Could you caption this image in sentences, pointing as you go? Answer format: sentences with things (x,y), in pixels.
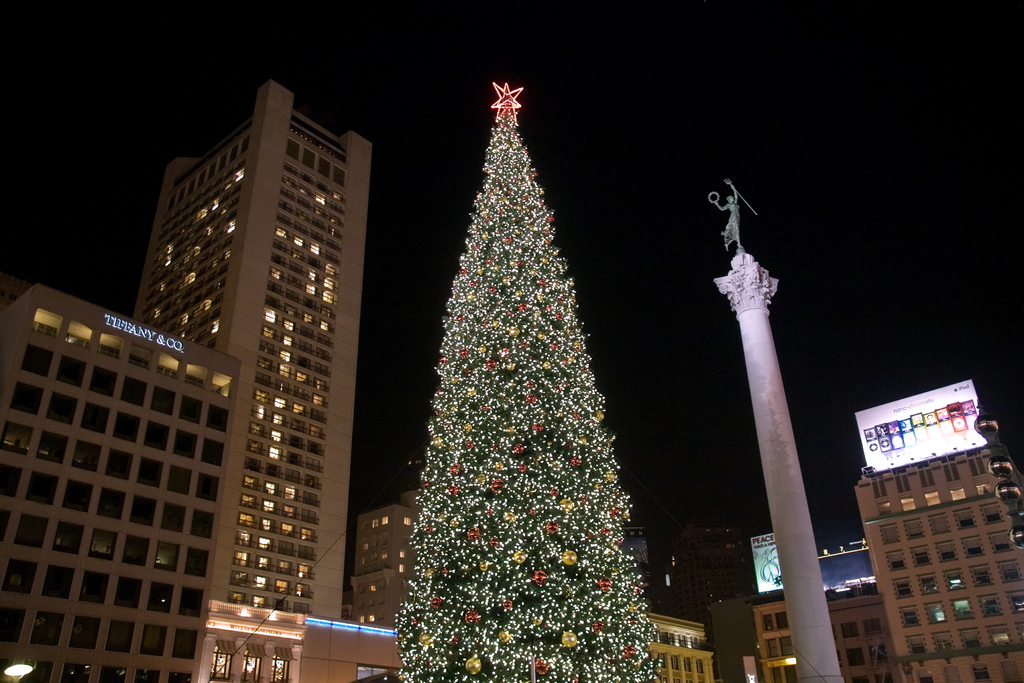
In this picture we can see a Christmas tree (525,378), pillar (751,334), statue (739,243), banners (921,420), lights (243,608), buildings (735,593) with windows (91,457) and in the background (905,116) it is dark.
